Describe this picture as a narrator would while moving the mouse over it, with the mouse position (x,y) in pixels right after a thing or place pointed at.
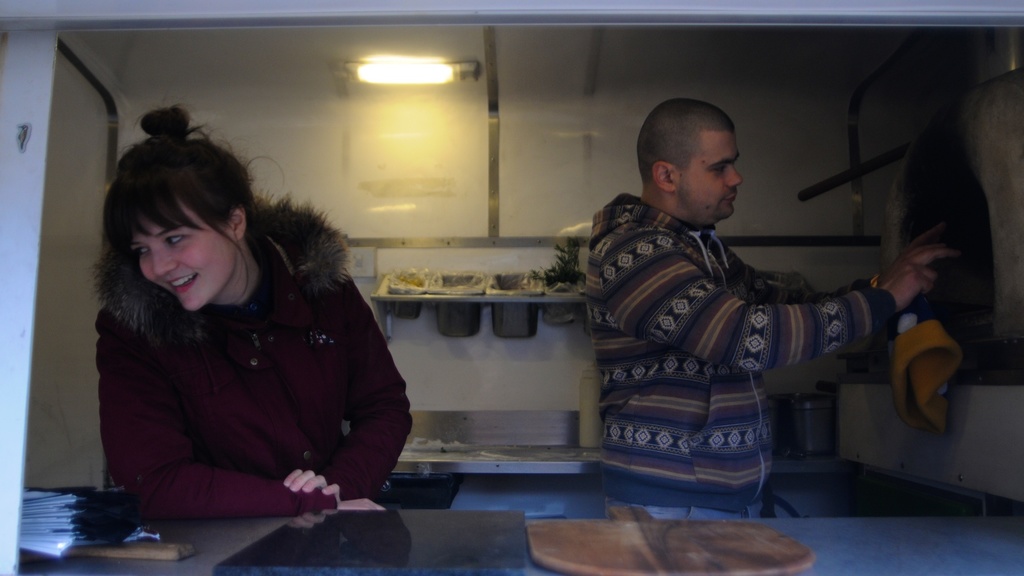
This image clicked in a kitchen (674,103). There are two persons (332,389) in this image. To the left (248,404), the woman (248,404) is wearing brown jacket (265,418). In the front (499,534), there is a table (206,537) on which some books (92,524), papers (45,516) and wooden plate (607,556) is kept. In the background (510,200), there is a wall (413,94) and light (431,74).
